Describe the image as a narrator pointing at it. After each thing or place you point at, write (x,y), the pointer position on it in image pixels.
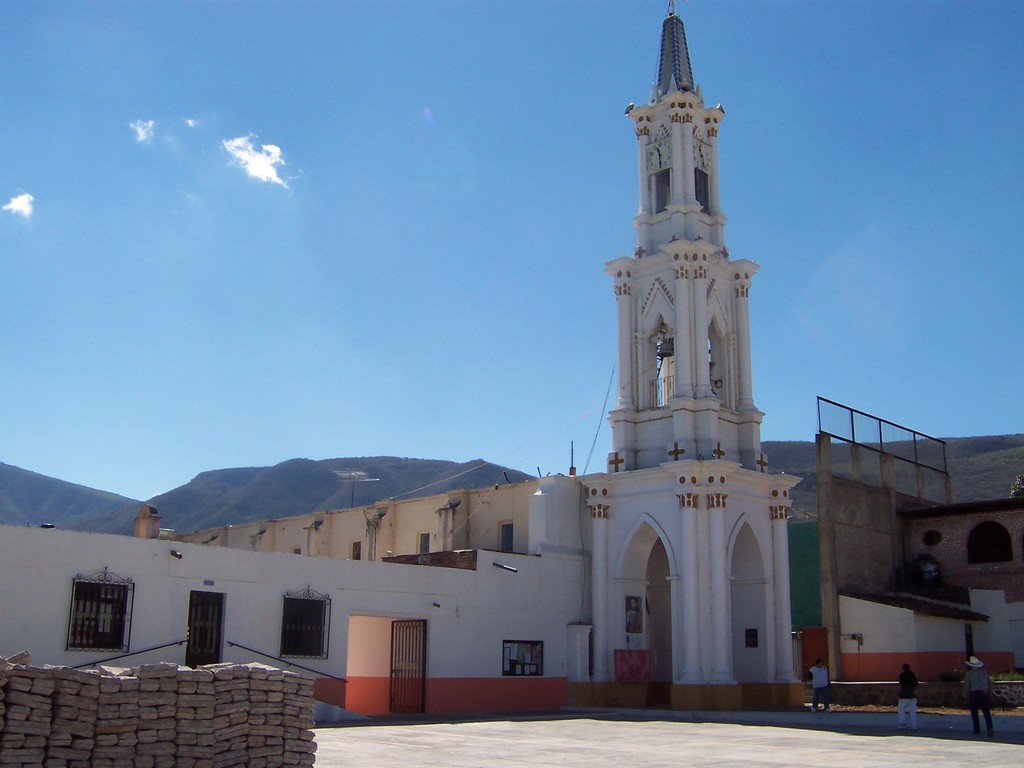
In this image there is a building (687,589) in middle of this image (678,424) and there is a tower (689,320) on this building (373,639) is at top right side of this image (698,179) and there is a sky (386,310) at top of this image (367,235). There are some objects (300,714) kept at bottom left corner of this image (211,743) and there are some persons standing at bottom right corner of this image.
